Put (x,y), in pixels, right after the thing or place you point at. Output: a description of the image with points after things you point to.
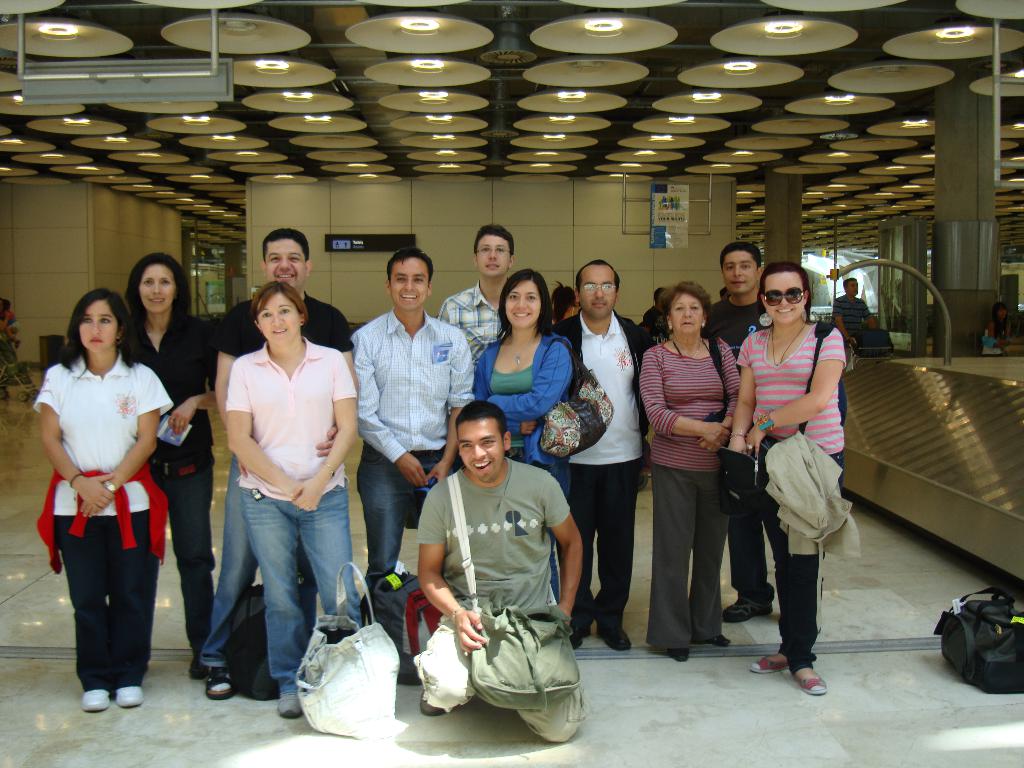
In this image we can see people (201,332) standing. At the bottom (557,729) there is a man (552,499) sitting. There are bags (968,638) placed on the floor (610,700). On the right (930,438) there is a baggage carousel (968,445). In the background (644,215) there is a wall (420,206). At the top (72,30) there are lights (556,165) and we can see pillars (990,173). On the left (33,397) there is a trolley (11,357).
